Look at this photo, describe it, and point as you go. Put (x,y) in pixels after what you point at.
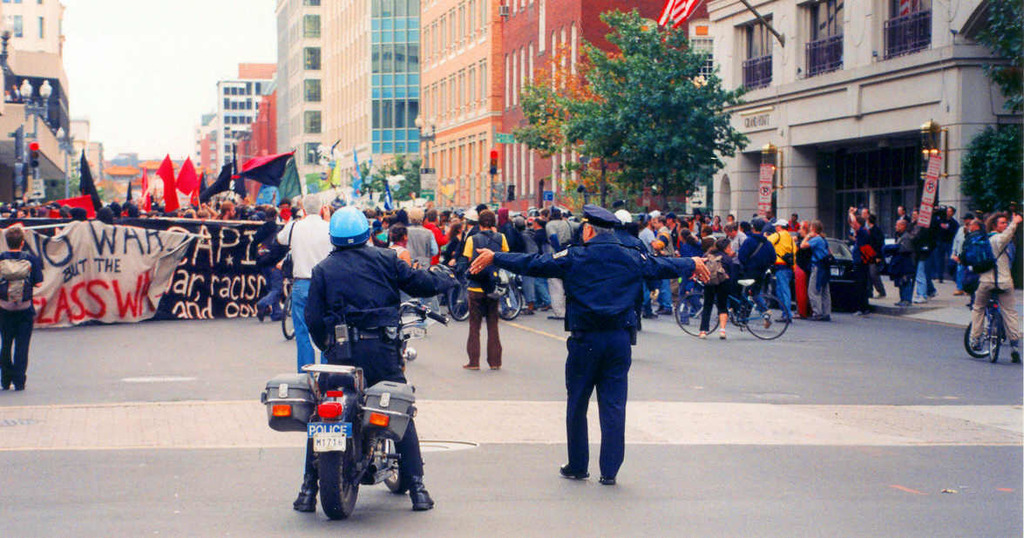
In this image I can see there are many people (404,253) protesting, holding banners (214,277) and flags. There are few buildings (266,88) with glass windows (395,93), there are few trees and the sky (156,42) is clear.
